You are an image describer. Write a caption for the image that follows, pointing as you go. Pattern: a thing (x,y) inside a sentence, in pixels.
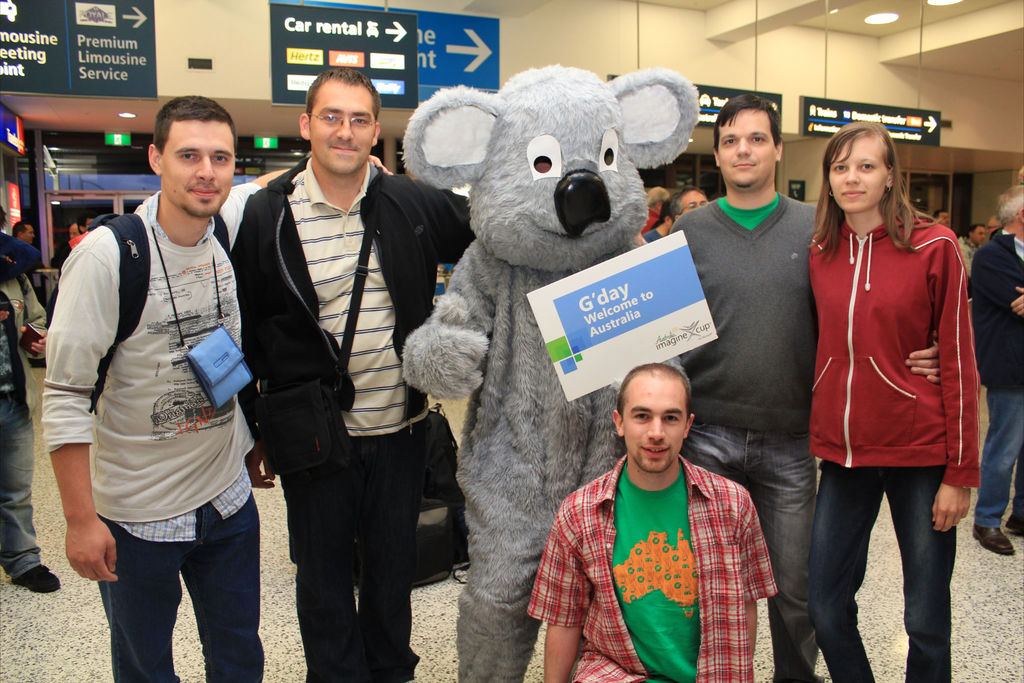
In this picture I can see few people (828,411) standing and couple of them wore bags (145,250) and I can see a human (525,294) wore a mask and holding a board (565,325) in the hand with text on it and I can see text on the few boards (360,33) on the back (320,22) and few people (21,300) standing on the back (1009,321) and on the left (17,389) and right side (996,339) and I can see few lights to the ceiling (842,26) and a man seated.
